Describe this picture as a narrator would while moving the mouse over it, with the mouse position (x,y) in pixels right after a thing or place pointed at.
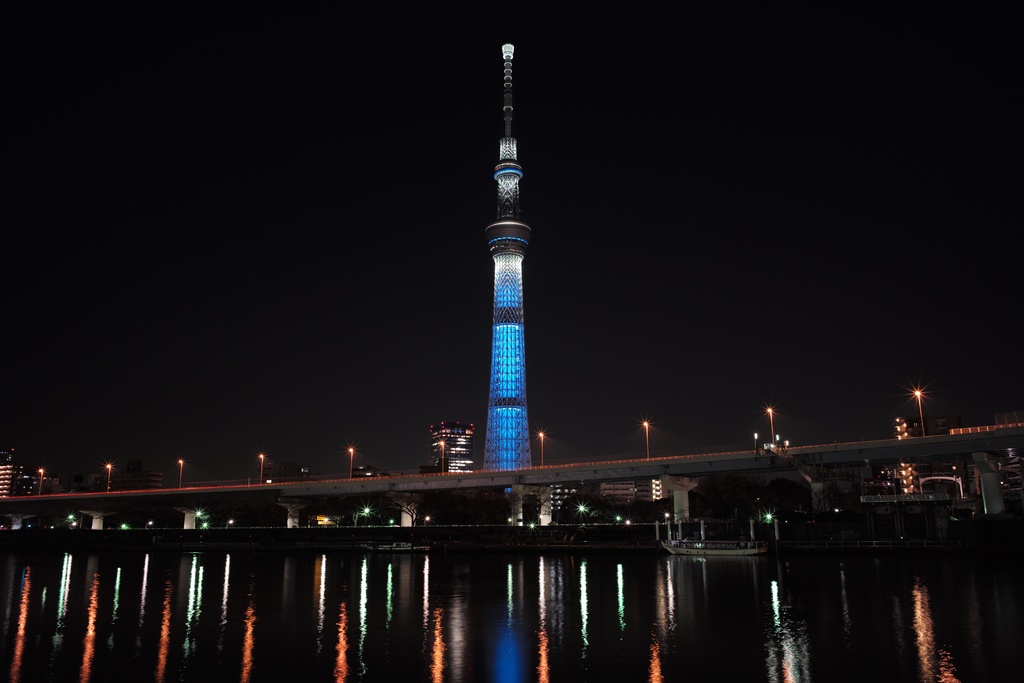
In this image there is the water (241,577). There are boats (684,548) on the water (218,574). There is a bridge (616,465) across the water (347,587). There are street light poles (350,454) on the bridge (125,496). In the background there are buildings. In the center (505,413) there is a tower (513,326). At the top (392,216) there is the sky (744,150). The image is dark.
